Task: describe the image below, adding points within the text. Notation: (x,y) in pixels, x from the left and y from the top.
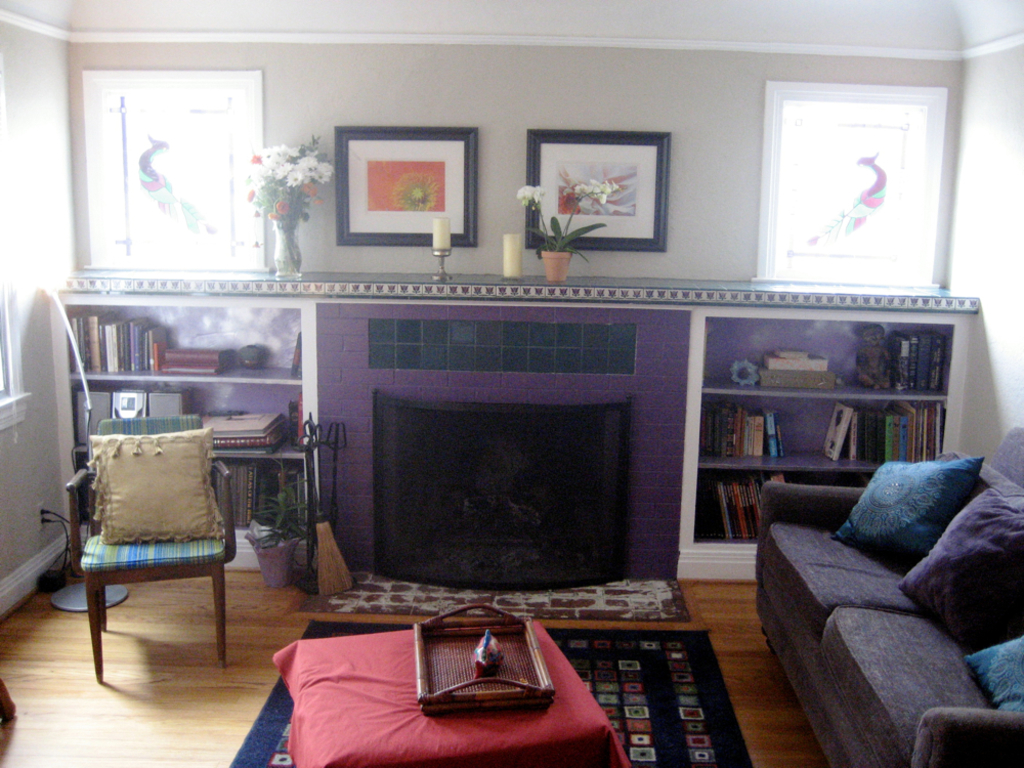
In this picture we can see an inside view of a room (782,560), on the right side (892,618) there is a couch (891,593), we can see three pillows (940,562) on the couch (927,550), on the left side (202,572) we can see a chair (146,569), there is a pillow (152,500) on the chair (140,551), in the background (732,226) there is a wall (655,77), we can see photo frames (591,156) on the wall (525,155), there is a plant (557,259) and a flower vase (289,248) in the middle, on the right side (767,400) and left side (122,371) there are shelves (774,401), we can see some books (231,446) on these shelves (115,387), there is a fireplace (504,512) at the bottom (505,518).
